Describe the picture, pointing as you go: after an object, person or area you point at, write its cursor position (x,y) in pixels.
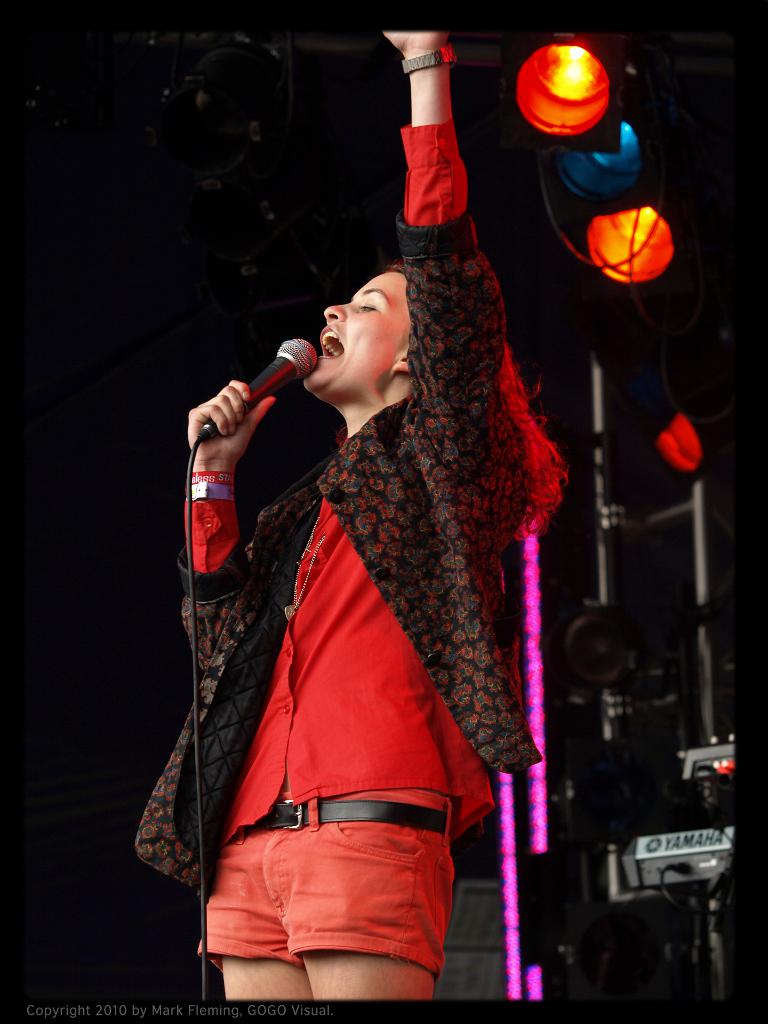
In this image we can see a woman (472,601) standing and holding a mic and it looks like she's singing and in the background (475,931), we can see the stage lighting (541,711) and some other objects (609,854).
